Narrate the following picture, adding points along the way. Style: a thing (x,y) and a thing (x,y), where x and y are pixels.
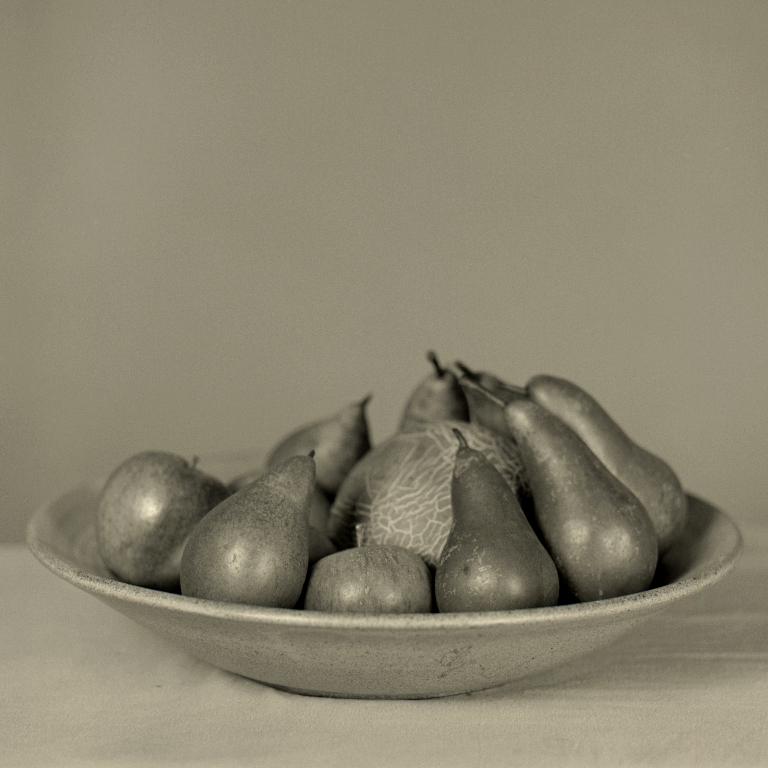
In this image I can see few fruits (403,497) and vegetables (398,514) in the plate (360,648) and the plate (355,663) is on some surface (215,693) and the image is in black and white.
